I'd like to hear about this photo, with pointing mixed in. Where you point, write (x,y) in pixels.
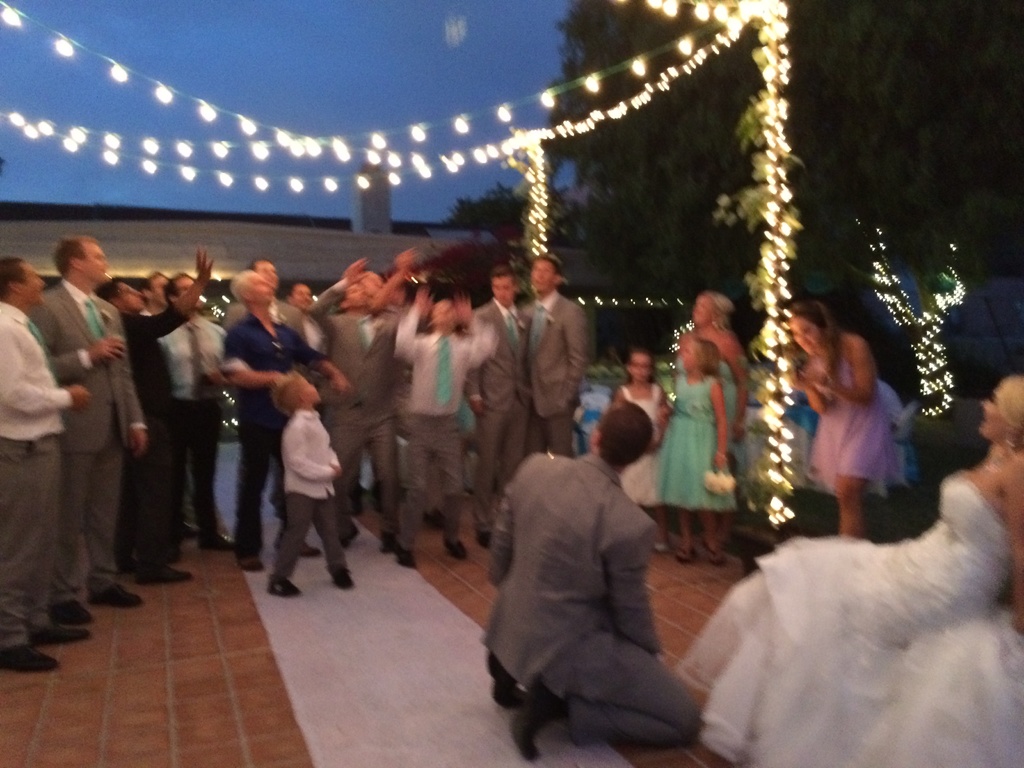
In the given image i can see a people (420,423), light strings (777,192), trees (835,94), floor mat (409,685) and in the background (260,75) i can see the sky (341,71).
